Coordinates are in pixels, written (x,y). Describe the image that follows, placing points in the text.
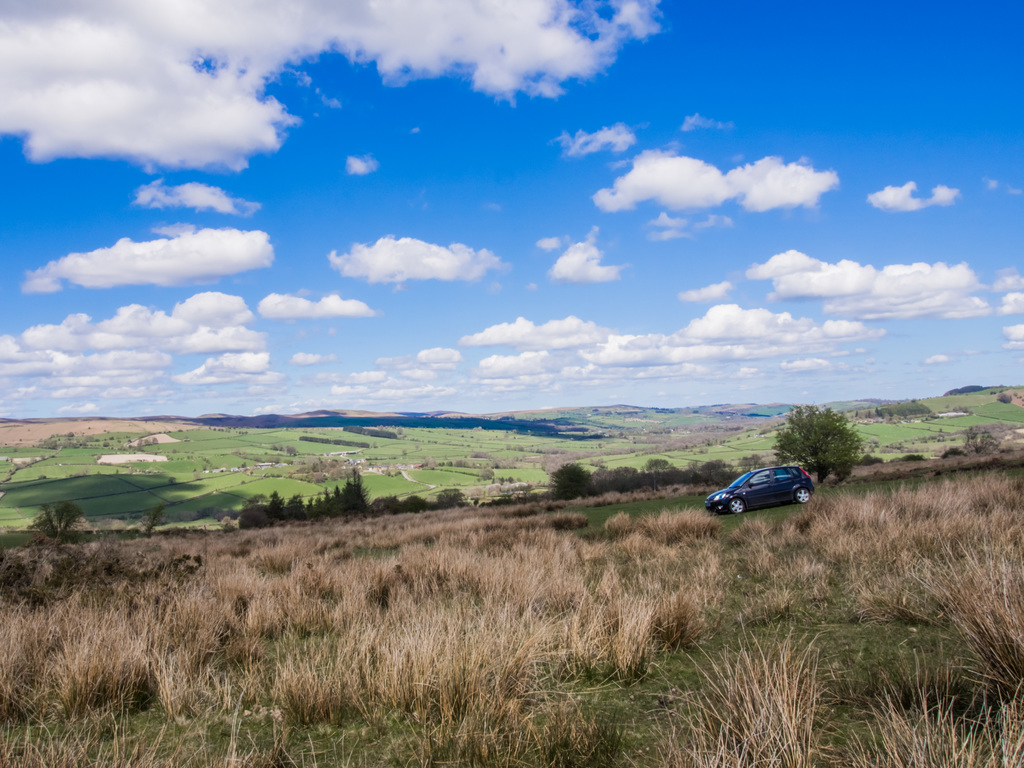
There are dry plants (414,593) and grass (791,575) on the ground (661,709). In the background (807,496), there is a vehicle (807,496) on the ground (845,494), there are trees (802,440), plants (981,430) and grass (138,452) on the ground (138,452) and there are clouds (931,283) in the blue sky (319,199).
